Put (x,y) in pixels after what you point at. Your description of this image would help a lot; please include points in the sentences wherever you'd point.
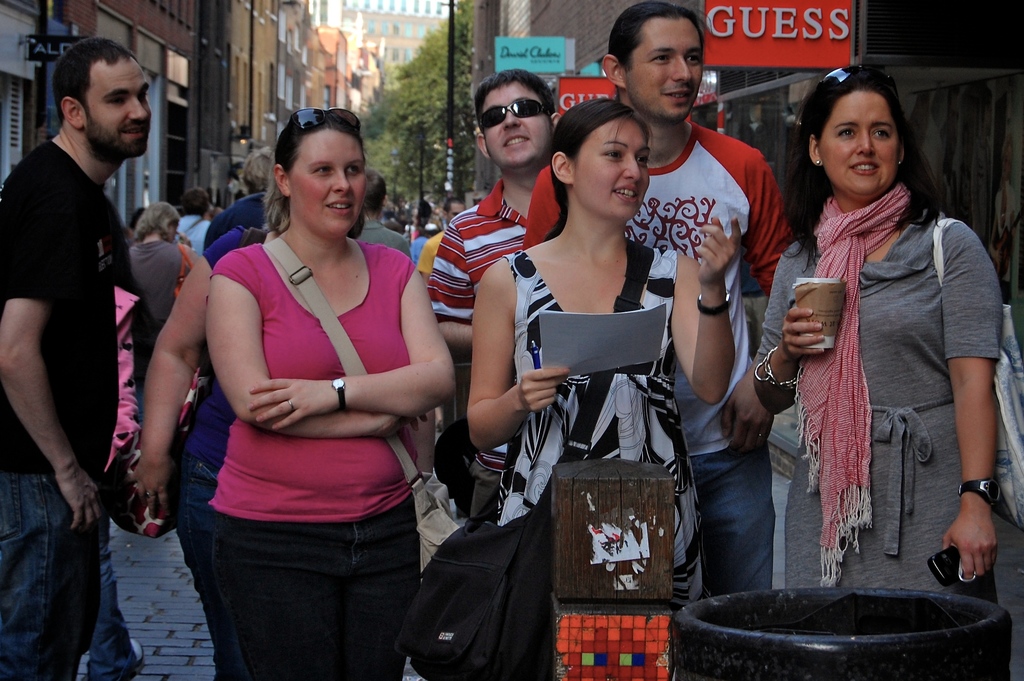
In this picture there is a woman (593,181) who is wearing white dress (625,395), bag (473,606) and watch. She is holding the papers (600,328), beside her we can see another woman (330,254) who is wearing pink t-shirt (363,489), watch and jeans (321,602). On the right (952,330) there is a woman (847,308) who is wearing grey dress (889,259), scarf (873,230), bag (1008,435) and watch (979,487). She is holding a mobile phone (951,551) and cup (834,302). On the left (45,179) there is a man (82,200) who is wearing t-shirt (76,399) and jeans (32,560). Behind this girls (615,267) there are two men (691,149) were smiling. In the background (380,216) we can see the group of persons (365,224) walking on the street (168,601). On the right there is a building (483,35). On the left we can see a street lights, windows (186,150) and doors (146,180). At the top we can see the sky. Beside the building (406,22) we can see the trees (413,115). At the bottom right corner (863,670) there is a dustbin (853,639).
